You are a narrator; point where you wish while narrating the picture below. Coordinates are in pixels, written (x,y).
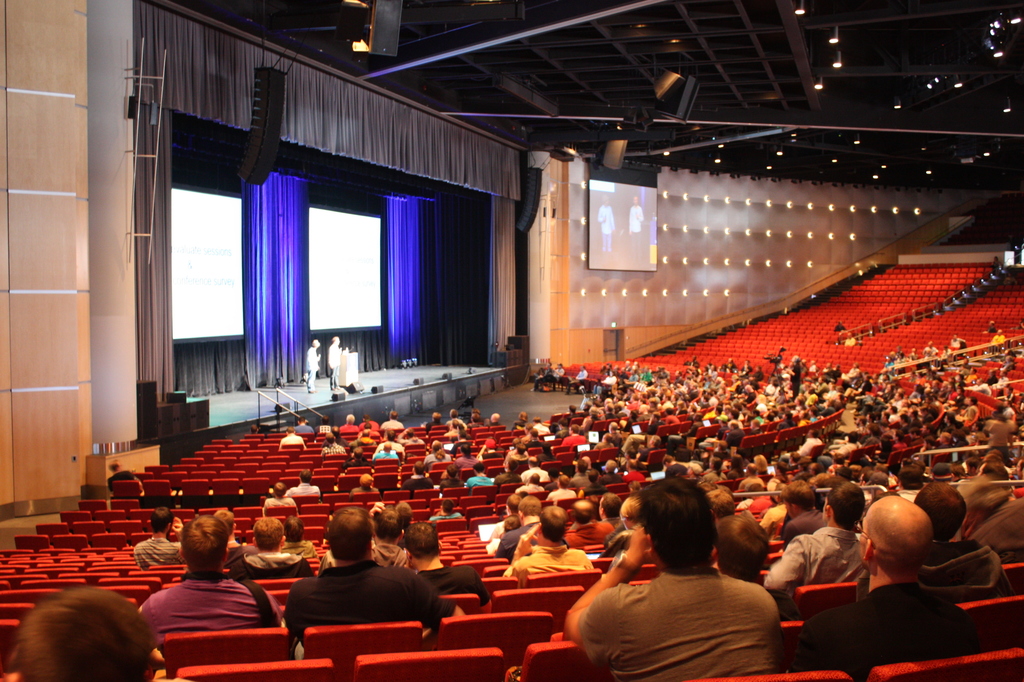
In the image I can see some people (445,478) sitting on the chairs (270,470) and also I can see some screens (319,318), lights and some other things (279,260) around.
